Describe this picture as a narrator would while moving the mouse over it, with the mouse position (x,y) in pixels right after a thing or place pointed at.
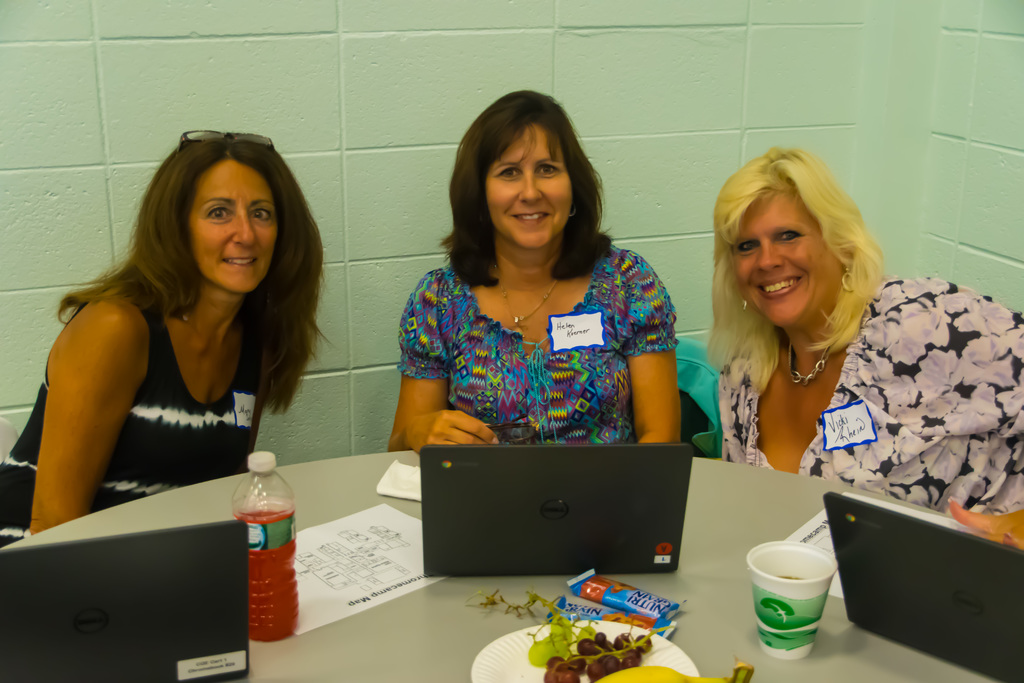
In this image I can see three people (429,372) sitting in-front of the table (812,484). These people (843,327) are wearing the different color dresses (416,343). On the table (443,600) I can see the laptops (185,611), bottle (277,552), cup (777,570), plate (668,664) with fruits (601,641), cereal bars (605,602) and papers (369,574). In the back (431,195) I can see the wall (447,228).
